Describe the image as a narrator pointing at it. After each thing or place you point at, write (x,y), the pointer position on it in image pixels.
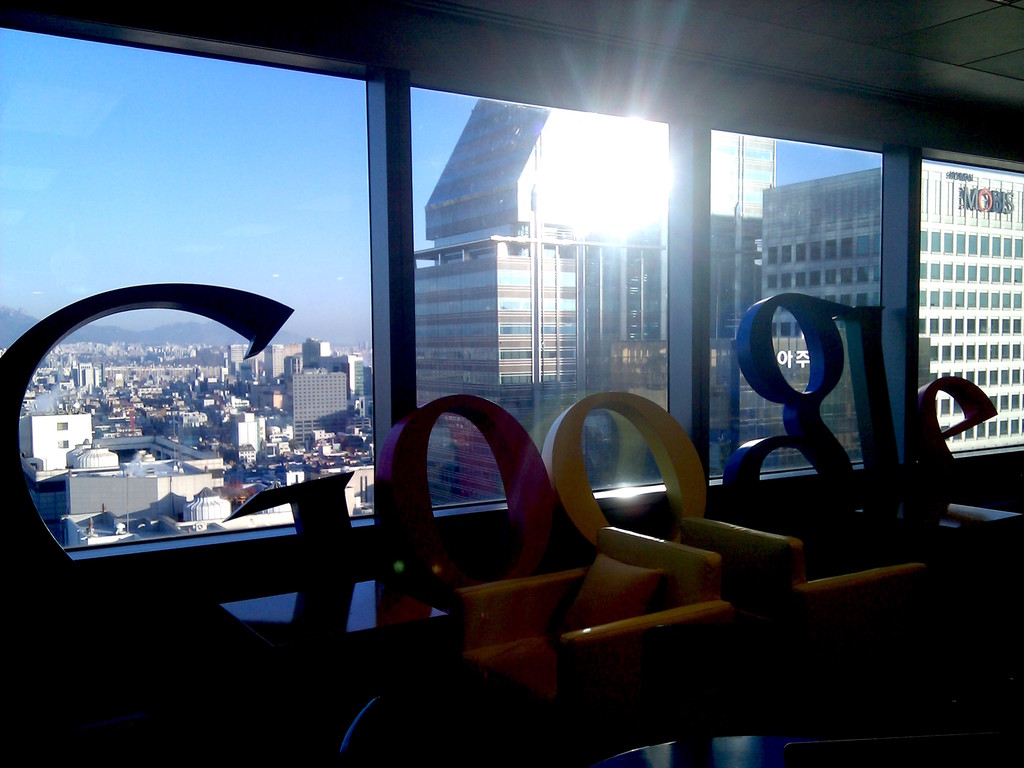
This image consists of a building (549,394). In the front (784,493), we can see a text (868,441) along with the sofas (859,582). In the background (380,273), there are windows (434,277). Through which we can see many buildings (1015,280) and the sky (121,261).
